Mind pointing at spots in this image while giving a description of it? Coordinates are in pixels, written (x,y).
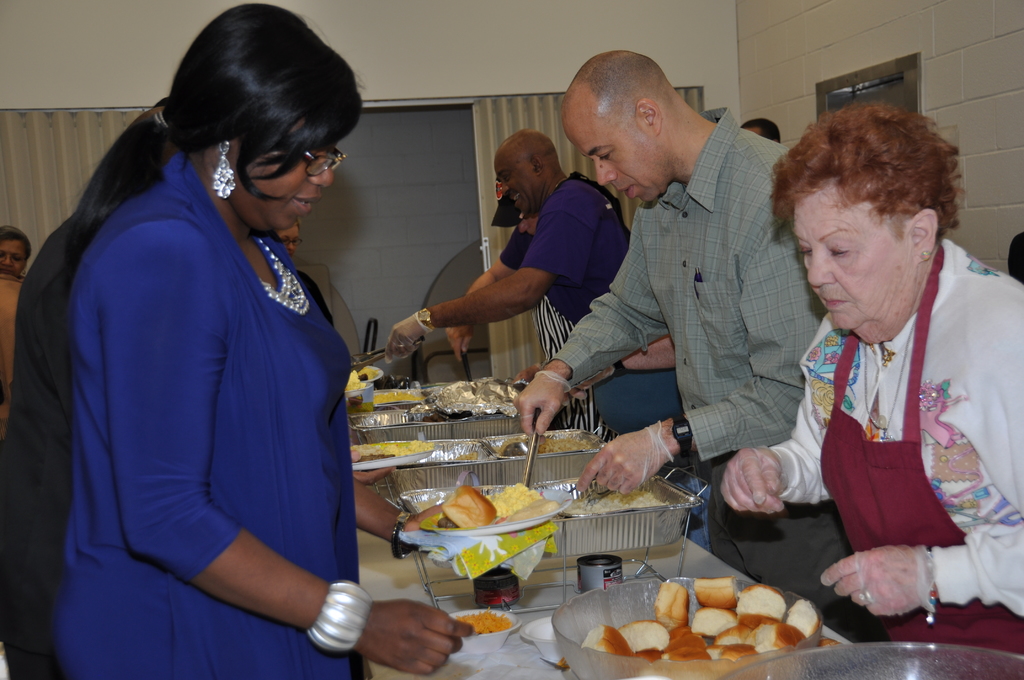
In this picture there is a woman (208,362) who is wearing blue dress (294,359), necklace (299,287) and she is standing near to the table (489,660). On the table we can see bread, food (551,503), tray (493,465), foil paper (472,391), bowls (575,638) and other objects (503,533). On the right (958,470) we can see another woman (989,414) who is wearing white dress (957,406). Beside her we can see a man (696,259) who is wearing shirt (693,299). In the back (502,295) we can see many people (616,231) standing near to the wall (735,105). Here we can see window cloth (504,103).
